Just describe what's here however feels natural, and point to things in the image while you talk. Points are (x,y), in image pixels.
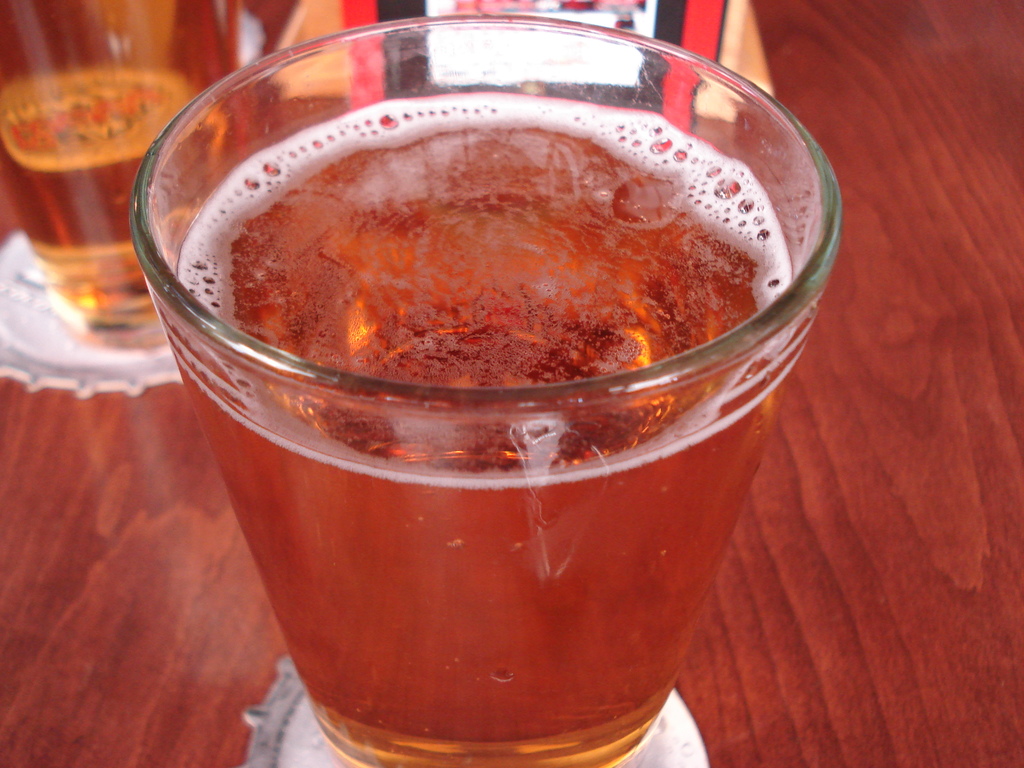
In this image I can see a glass (537,426) with liquid (512,489) in it which is on the brown colored table (158,538). I can see another glass (77,302) and few other objects (650,4) on the table (892,65).
